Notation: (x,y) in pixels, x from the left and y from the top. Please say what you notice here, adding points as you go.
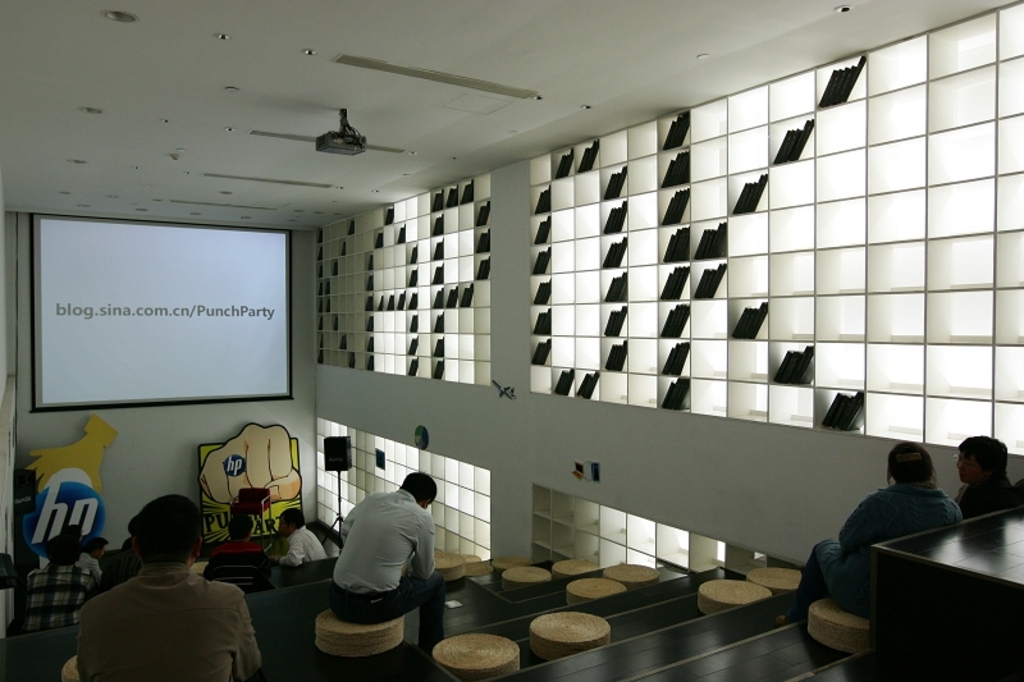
In this image we can see the steps (450,594), persons (967,517) and some objects (494,659). In the background of the image (72,262) there is a screen (59,373), name boards (40,508), persons (239,521), chairs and other objects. On the right side of the image (867,357) there are racks (985,107) with black objects (724,257). At the top of the image (241,159) there is the ceiling (439,116), lights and a projector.
